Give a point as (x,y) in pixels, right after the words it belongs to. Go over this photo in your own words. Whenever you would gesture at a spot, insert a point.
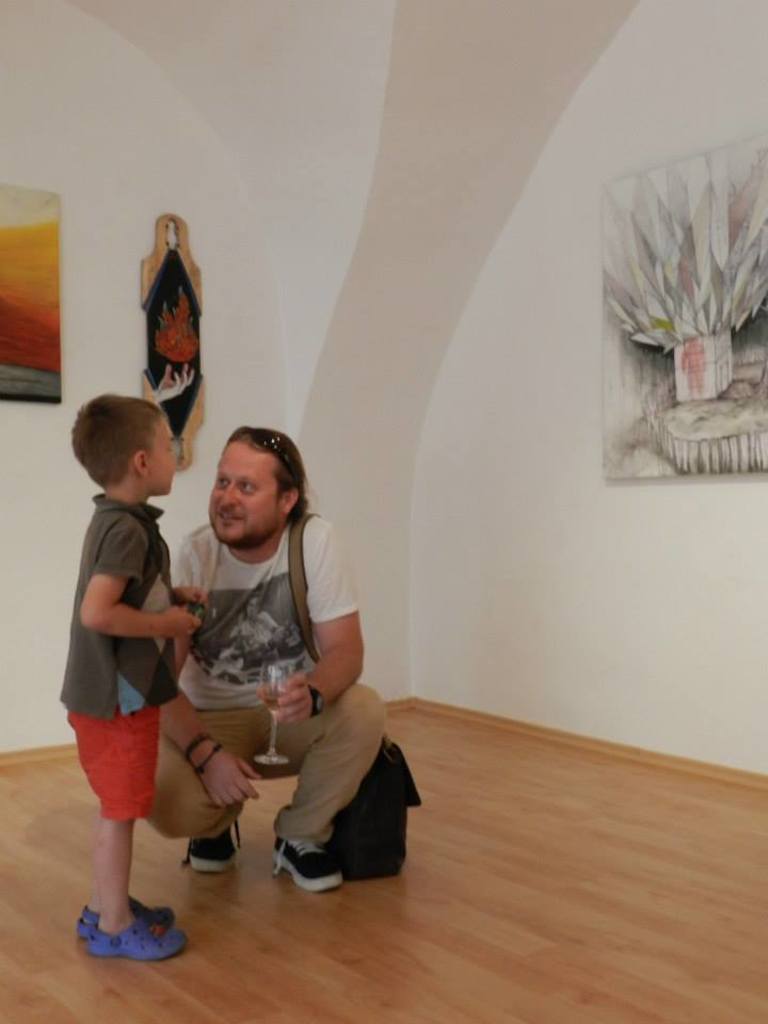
There are two persons (321,587). One person (100,773) is standing and another person (170,715) is sitting like squat position. He is wearing a bag (384,752) and spectacle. we can see in the background (193,287) wall (225,357), poster (685,450) and photo frame (675,383).
